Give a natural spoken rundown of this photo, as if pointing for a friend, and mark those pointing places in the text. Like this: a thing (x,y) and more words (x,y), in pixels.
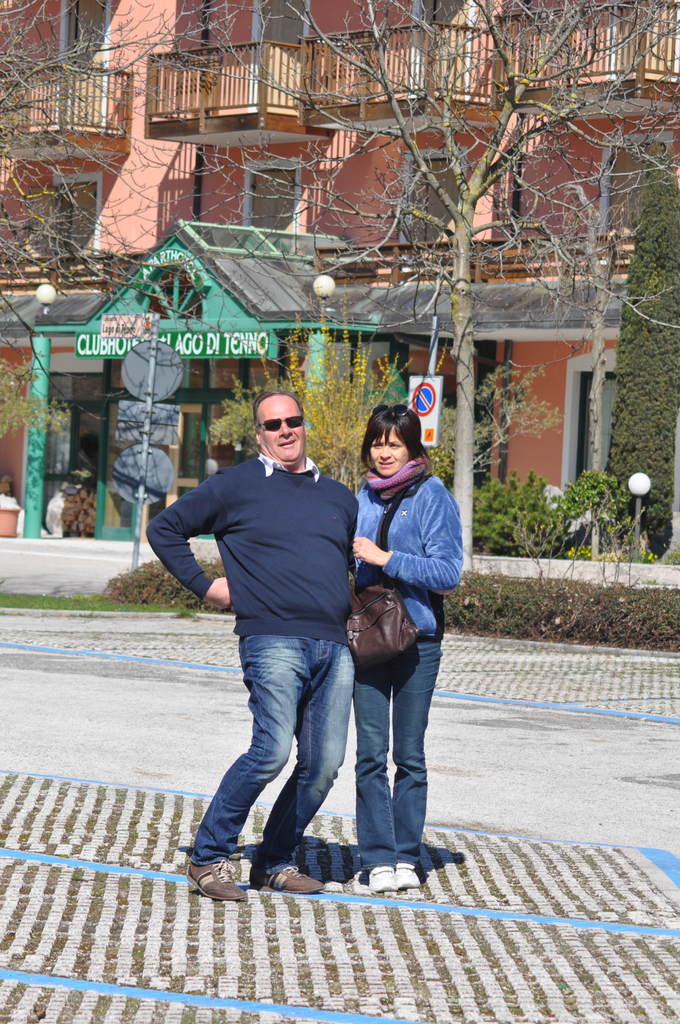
In this picture we can see there are two people (288,645) standing and behind the people (361,551) there are poles (426,399) with board (420,389) and behind the poles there are trees (658,447), plants (319,353) and a building (267,194).
